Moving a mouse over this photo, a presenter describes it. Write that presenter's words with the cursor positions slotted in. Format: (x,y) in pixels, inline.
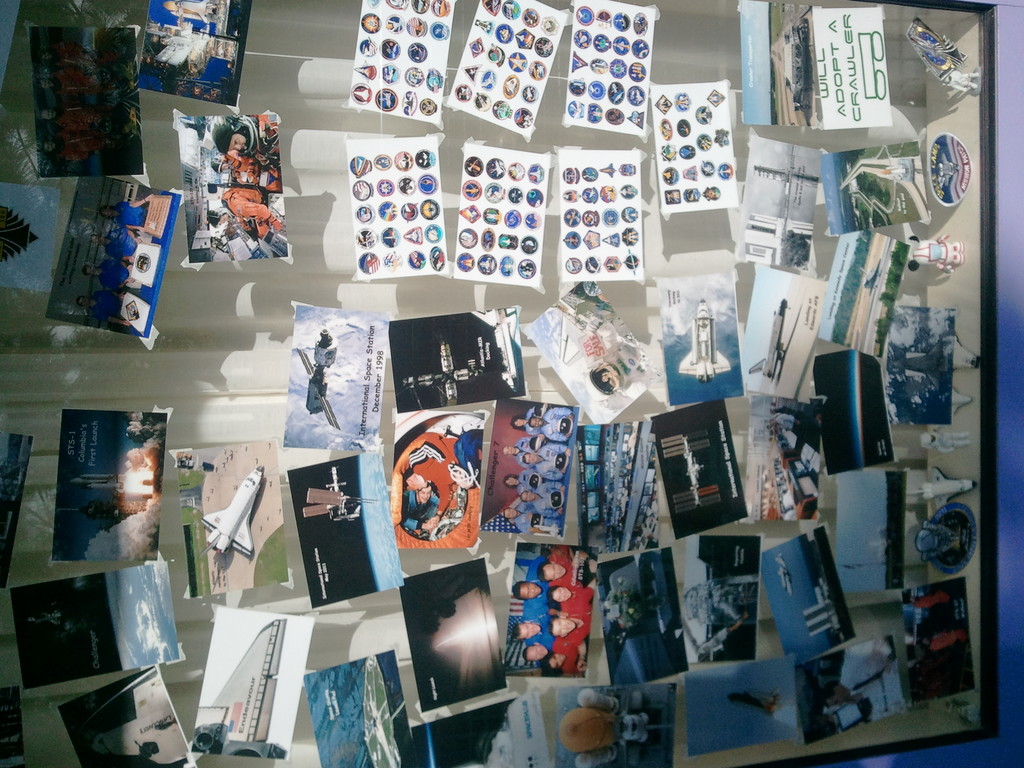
In this picture there are few photographs (384,486) which are attached on the glass (451,236).
